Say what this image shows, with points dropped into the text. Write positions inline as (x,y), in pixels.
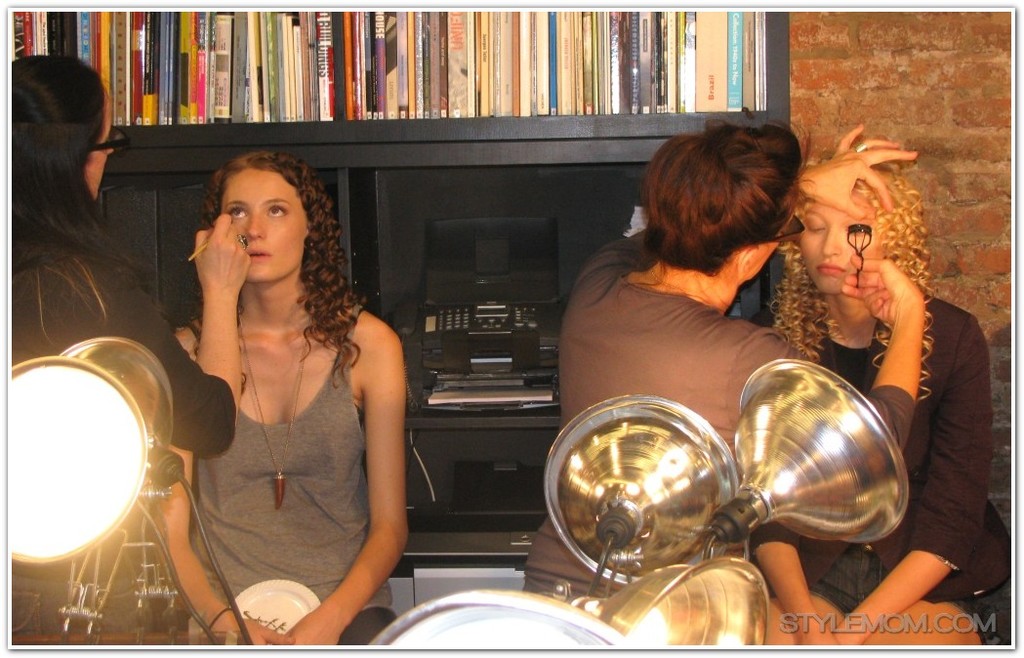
In this picture we can see four persons (878,275) here, there are some lights (44,462) in the front (747,525), we can see a rack (482,161), there are some books (476,50) on the rack (486,142), we can see a telephone (502,238) here, in the background (909,108) there is a wall (931,80), at the right bottom (885,624) we can see some text (824,620).
